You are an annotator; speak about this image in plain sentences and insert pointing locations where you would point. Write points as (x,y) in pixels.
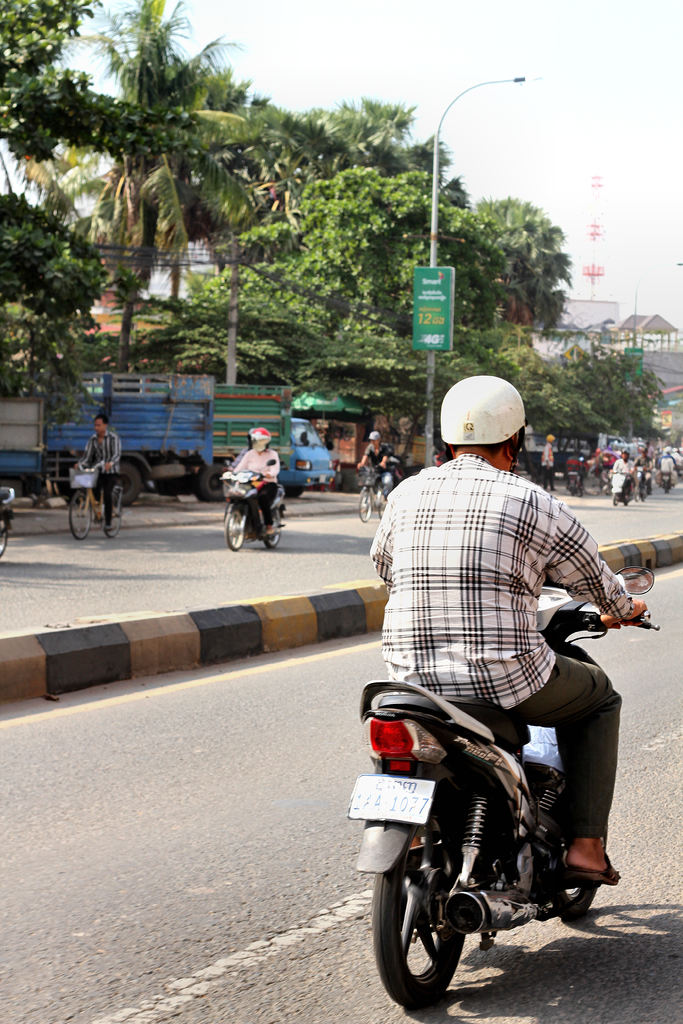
A person (446,551) wearing a helmet (485,441) is riding a motorcycle (451,833) on a road (194,869). On the other side there are many people (256,472) are riding motorcycles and cycles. There is a pole (437,292) with light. On the pole (431,339) there is a name board (434,317). In the background (298,205) there are trees (237,190), also there is an electric pole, building (575,319) and many other people (623,455) are over there.
